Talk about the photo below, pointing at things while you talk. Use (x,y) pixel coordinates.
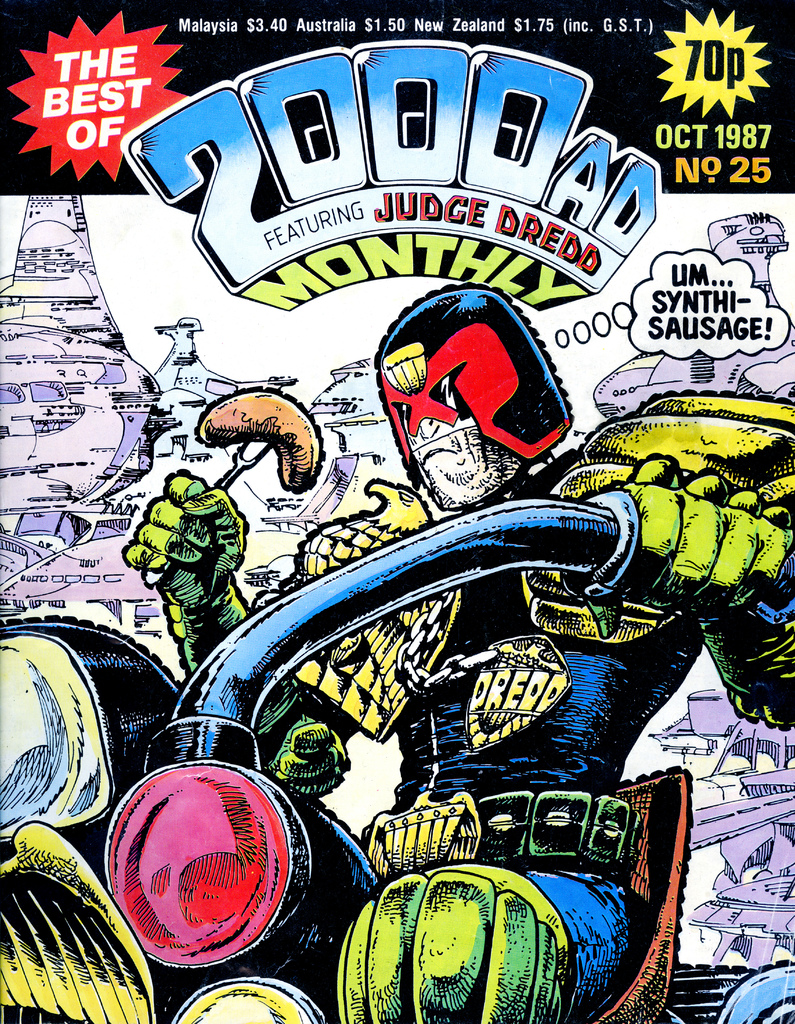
This is a poster (352,248) in this image there is one person (530,686) who is sitting on a bike (114,904) and he is holding something, and in the background (721,712) there are some objects (726,757) and there is a text (489,183).
